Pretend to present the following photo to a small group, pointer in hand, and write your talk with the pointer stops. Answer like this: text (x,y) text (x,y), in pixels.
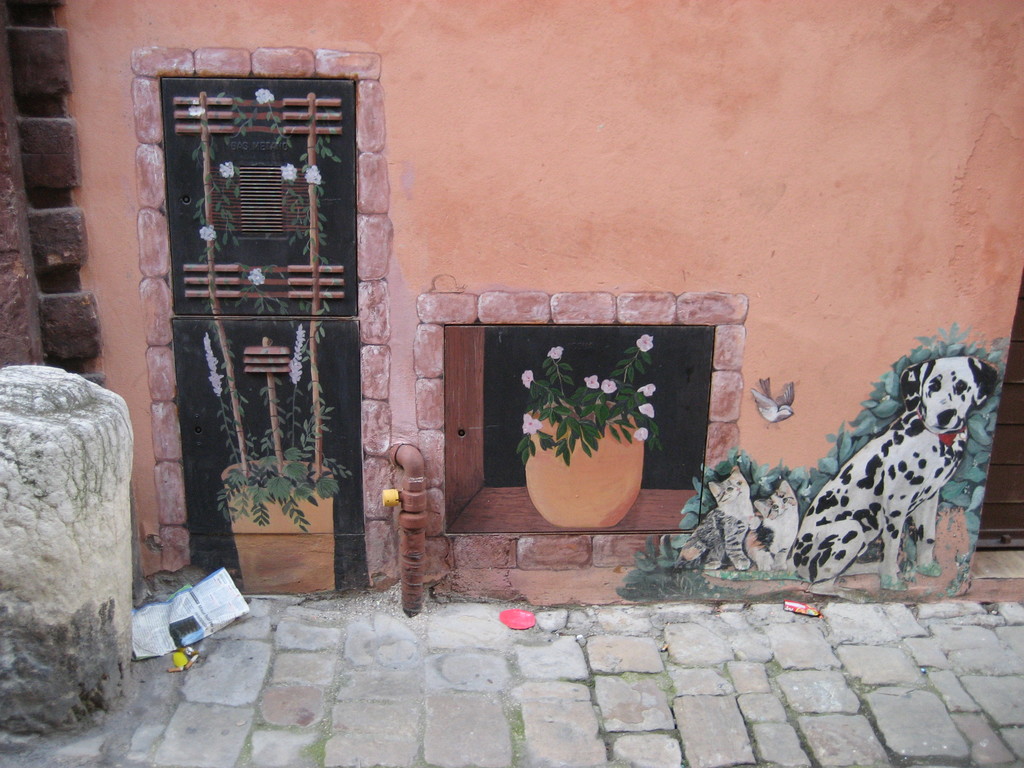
In this image we can see pictures (894,398) of a dog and plants (309,474) with flowers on the wall (846,136). At the bottom (192,652) we can see a paper (142,629) and dust particles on the surface (600,641). On the right side (999,435) we can see a door (1005,431).
